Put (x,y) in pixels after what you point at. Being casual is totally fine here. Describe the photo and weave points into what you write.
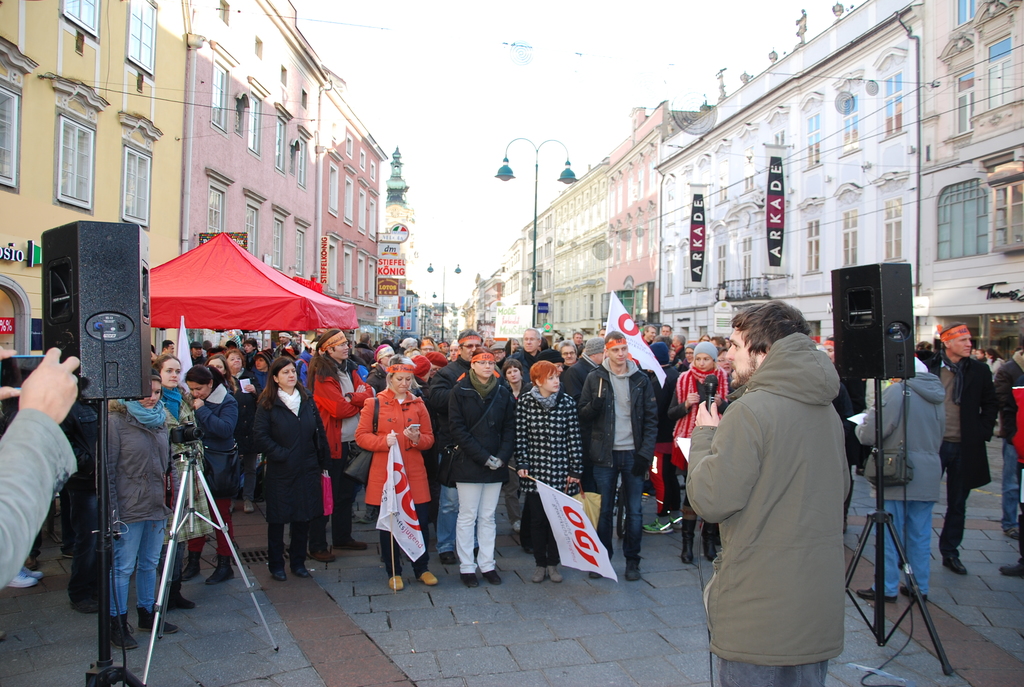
As we can see in the image there are group of people (312,360) here and there, sound boxes (78,290), banners (579,529), tent (248,327), buildings (346,232), street lamps (560,180) and sky (468,83).
